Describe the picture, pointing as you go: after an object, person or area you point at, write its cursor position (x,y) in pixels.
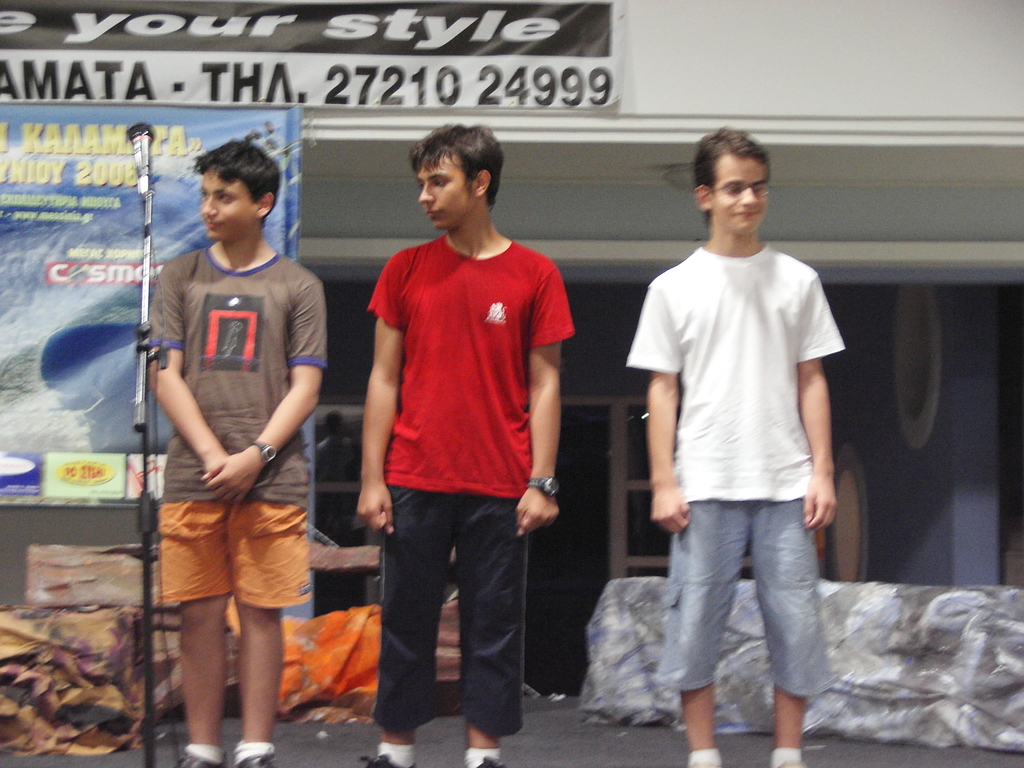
In this image I can see three persons (171,394) standing, the person (757,342) at right (811,342) wearing white shirt (778,315), ash color pant (754,502) and the person (555,339) in middle (555,339) wearing red color shirt (481,295) and black pant (470,555). The person (195,330) at left (248,362) wearing brown shirt (180,469), orange short (180,506). I can also see a microphone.
